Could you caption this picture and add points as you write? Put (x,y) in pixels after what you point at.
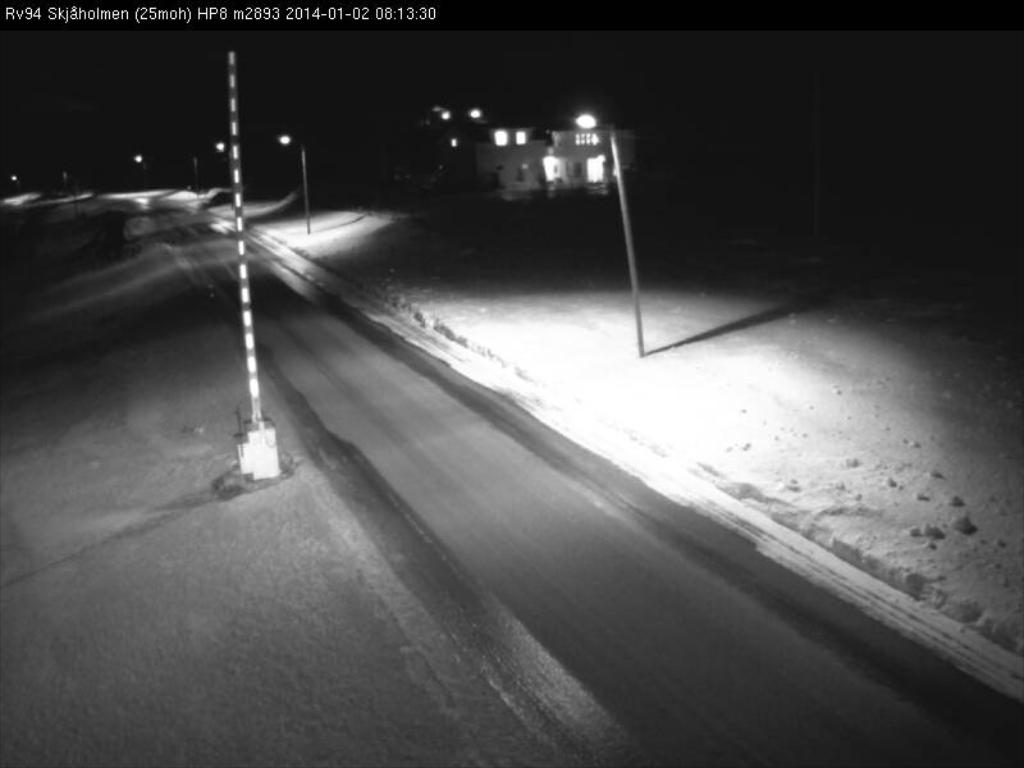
This looks like a black and white image. This is the road (459,547). I can see the street lights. This looks like a building (556,154) with the lights (544,158). The background (46,80) looks dark. Here is a pole (237,118). At the top of the image (296,6), I can see the watermark (199,13).
